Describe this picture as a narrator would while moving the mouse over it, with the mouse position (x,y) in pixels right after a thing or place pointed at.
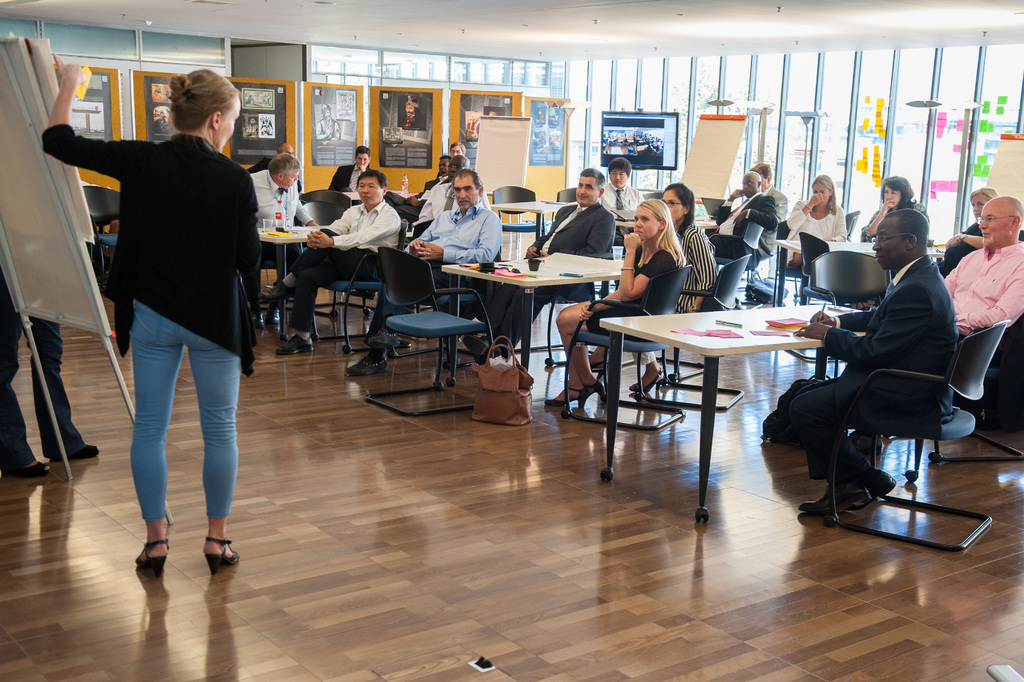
There are many sitting in front of a table (726,328) in a chairs (681,278). Some of are men (871,368) and some of them are women (695,229). All of them are listening to the woman (183,317) who is standing near to the board (55,245) and explaining something to them. In the background (277,138) there is chart (535,130) attached to the boards (379,137).
